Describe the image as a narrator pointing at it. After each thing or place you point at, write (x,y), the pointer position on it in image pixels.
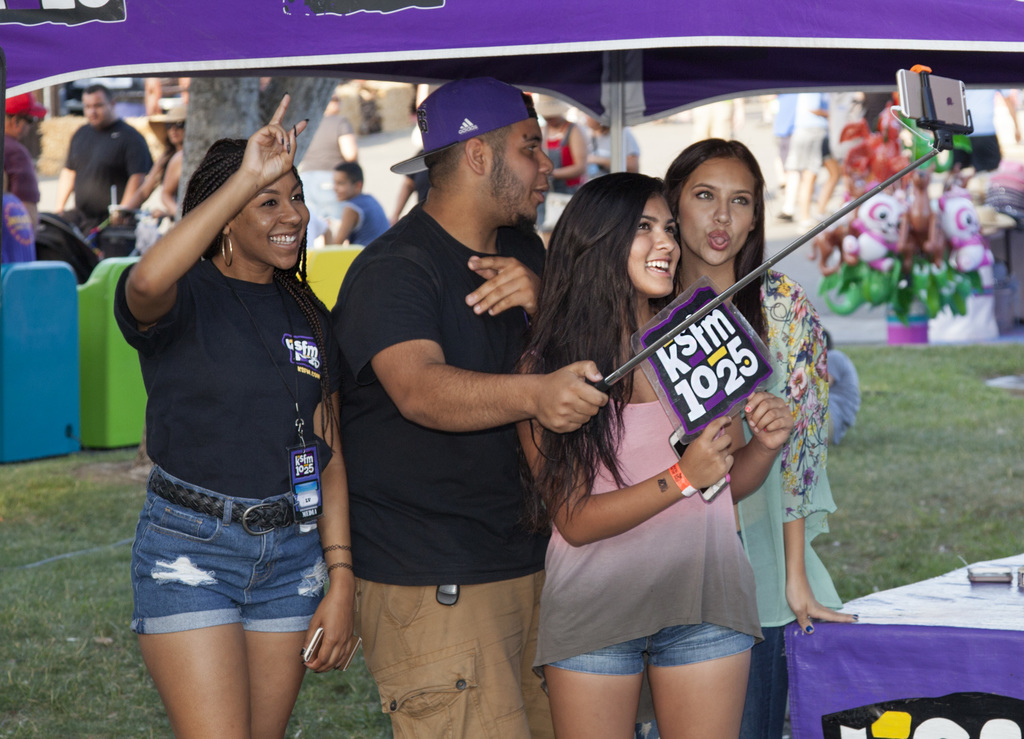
In the image we can see there are people (533,462) standing on the ground (37,615) and the ground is covered with grass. One woman (171,426) is wearing id card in her neck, another woman (714,424) is holding a poster (717,393) in her hand (701,457) and the man (493,357) is holding a selfie stick (938,131) and a phone (945,86) is kept on the stand (929,93). Behind there are other people (11,222) standing.
